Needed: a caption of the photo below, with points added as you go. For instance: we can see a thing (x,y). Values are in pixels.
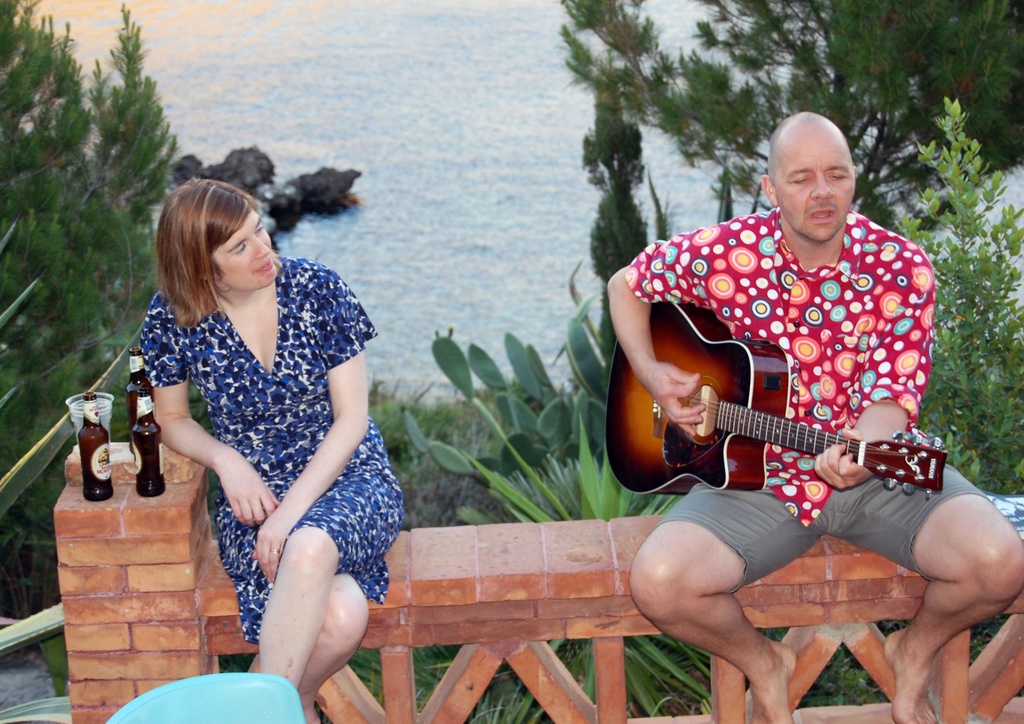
In this image i can see a man (855,348) in red shirt (826,349) and grey short (749,539) is sitting on the bench (601,550) and holding a guitar (687,448), to the left of the image (335,412) i can see a woman (302,412) in blue dress (312,431) is sitting on a bench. i can see 3 glass bottles (140,447) and few plastic glasses (107,420). In the background (47,280) i can see few trees (28,183) and water (487,147).
